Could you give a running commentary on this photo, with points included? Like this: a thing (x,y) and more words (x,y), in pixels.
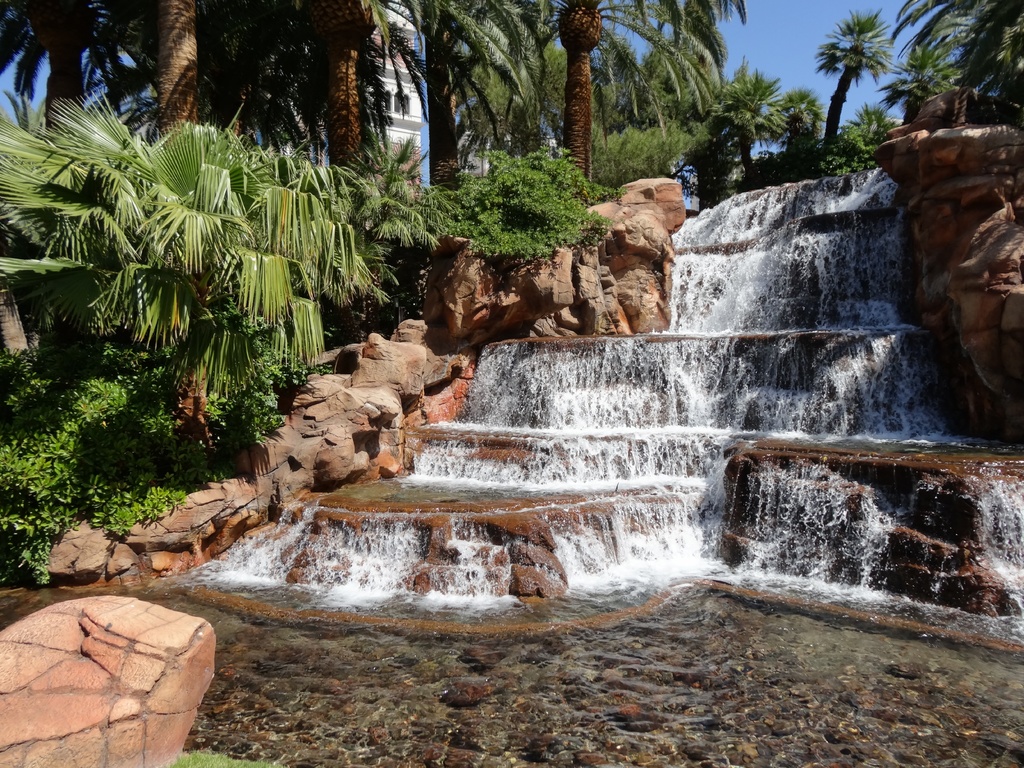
In this image, we can see trees (323,163), waterfalls (773,266), some plants (504,179) and there is a building (397,97) and rocks (216,535). At the top (757,46), there is sky (783,64) and at the bottom (415,735), there is water (533,719).
